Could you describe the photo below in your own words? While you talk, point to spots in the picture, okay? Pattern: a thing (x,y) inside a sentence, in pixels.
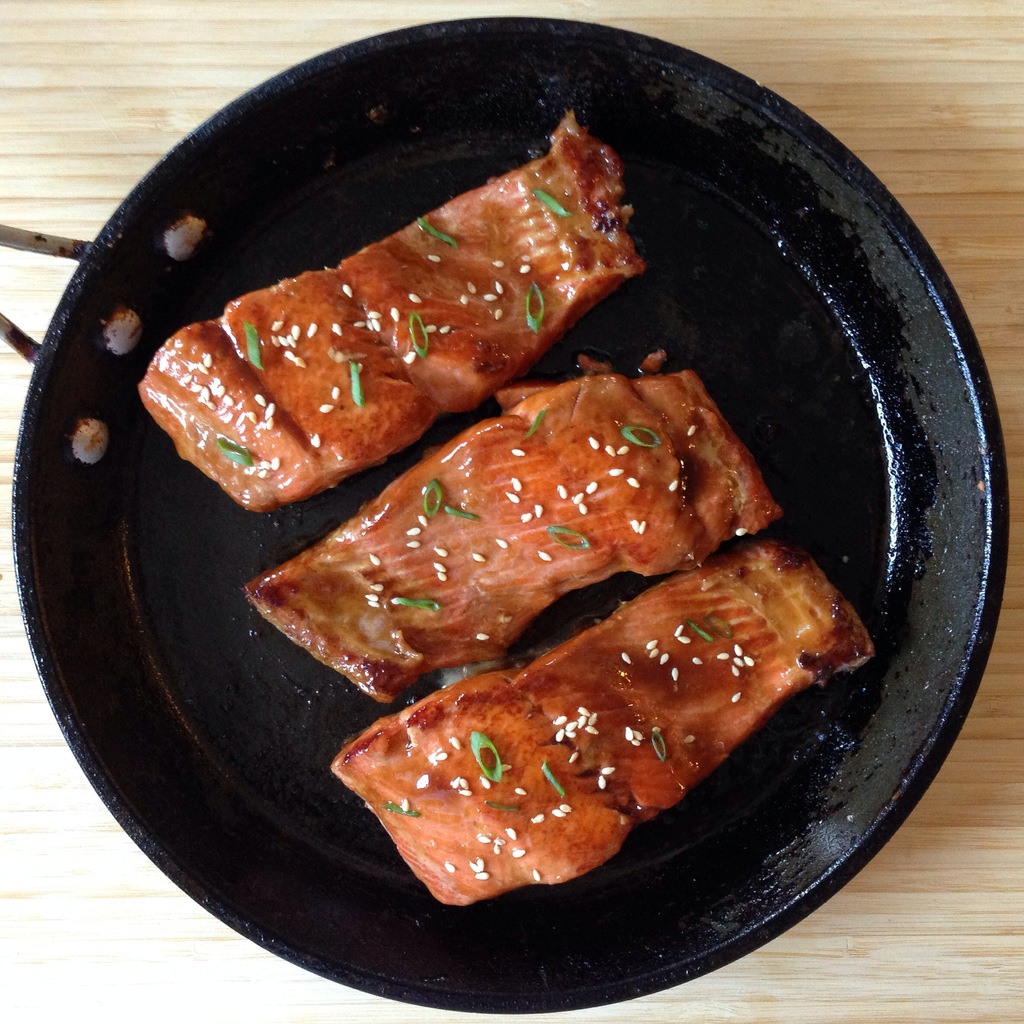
In this picture I can see a food item (695,399) in a pan (734,121), on the wooden board (68,10).
